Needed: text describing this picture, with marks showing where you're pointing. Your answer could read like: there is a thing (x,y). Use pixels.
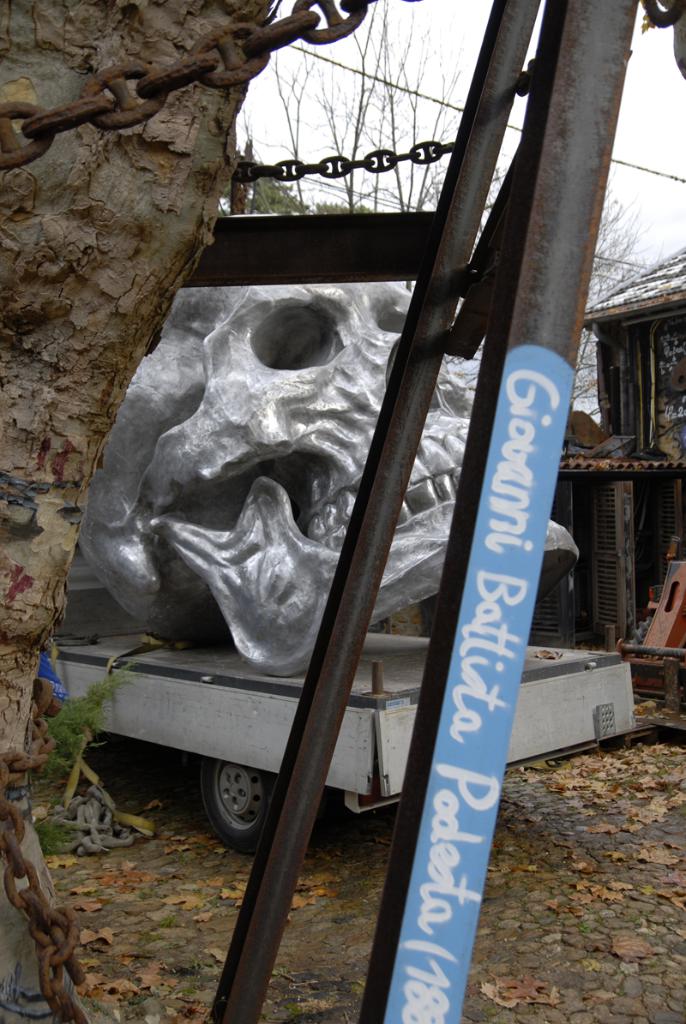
In this image I can see the trunk (95,318) and I can see the metal chains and the rods (362,515). I can see a huge silver object (189,540) which is in the shape of skull and it is on the vehicle (286,734). In the background (595,566) I can see the building (566,463), trees (428,96) and the sky (652,31).
